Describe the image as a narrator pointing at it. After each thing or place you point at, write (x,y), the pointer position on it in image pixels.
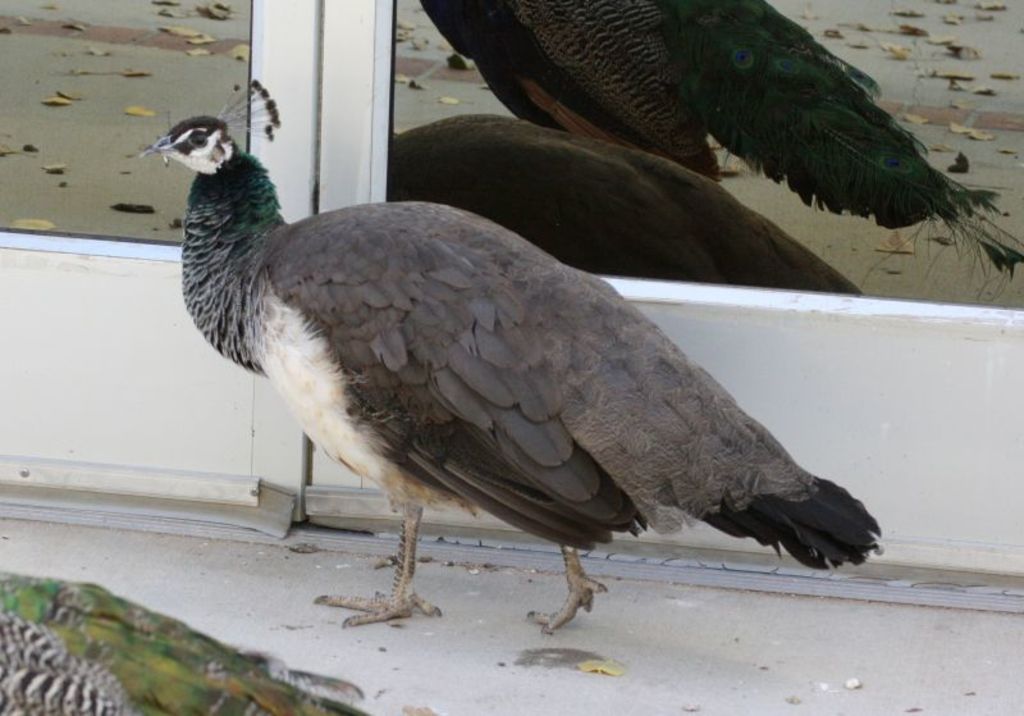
In this picture there is a peacock (459,401) standing and there is another peacock (144,680) beside it and there is a glass door (459,96) in the background (524,82).
